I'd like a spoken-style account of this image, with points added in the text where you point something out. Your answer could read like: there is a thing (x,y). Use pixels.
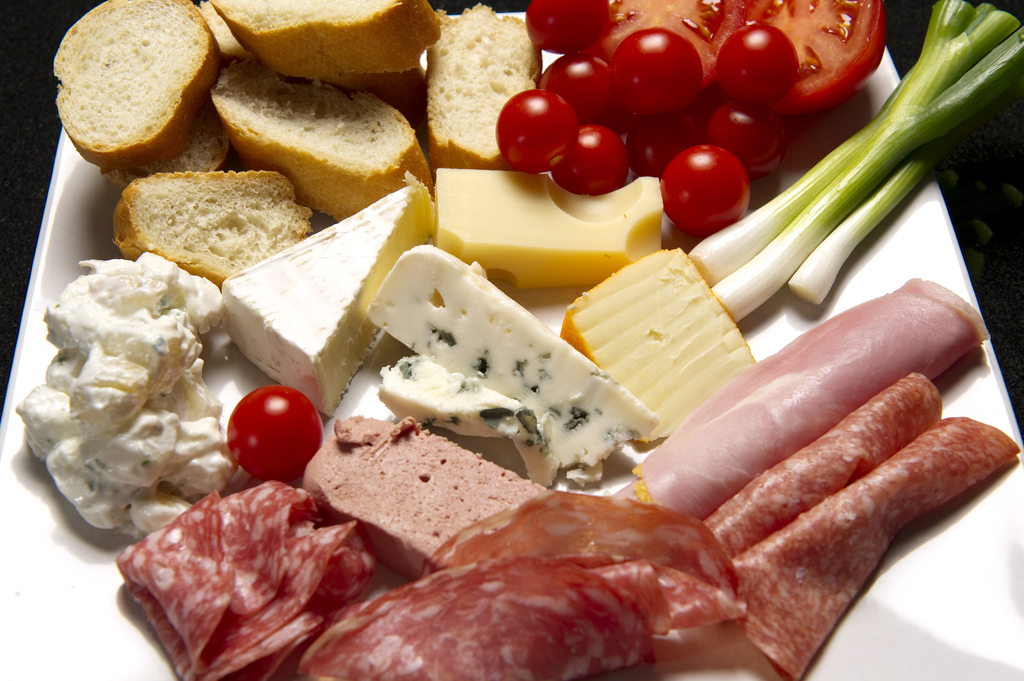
This image consists of a plate (925,671). In which there is food (205,486). In the front (795,128), we can see cherry tomatoes (686,136), tomatoes (808,109), cheese (524,373), bread (200,274) and flesh (601,587).
